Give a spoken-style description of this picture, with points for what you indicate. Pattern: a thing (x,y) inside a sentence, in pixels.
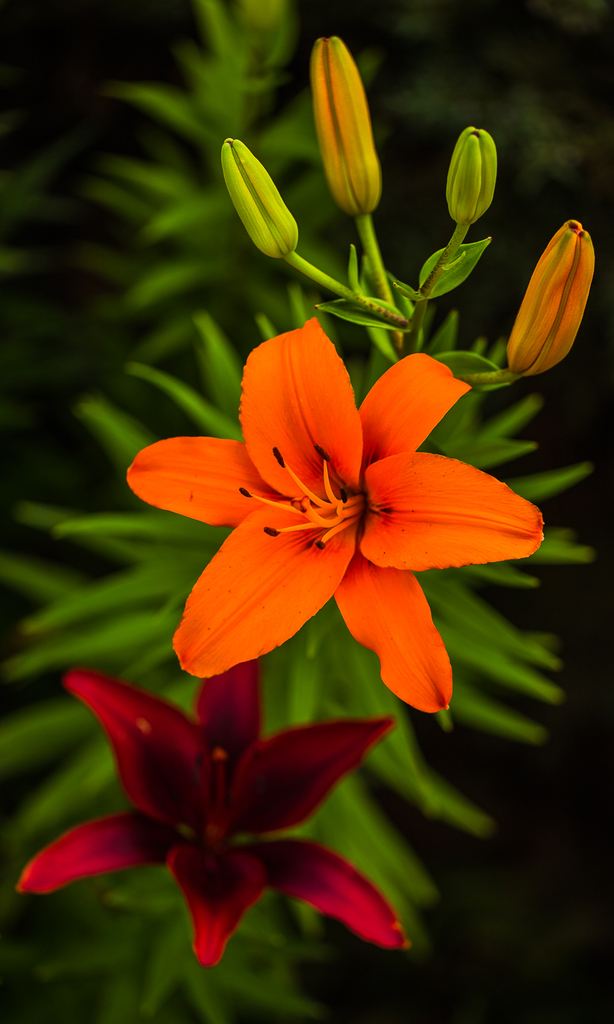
In this image there are flowers (345,557) on a plant (317,569), behind the flowers (256,453) there are leaves (217,118).
